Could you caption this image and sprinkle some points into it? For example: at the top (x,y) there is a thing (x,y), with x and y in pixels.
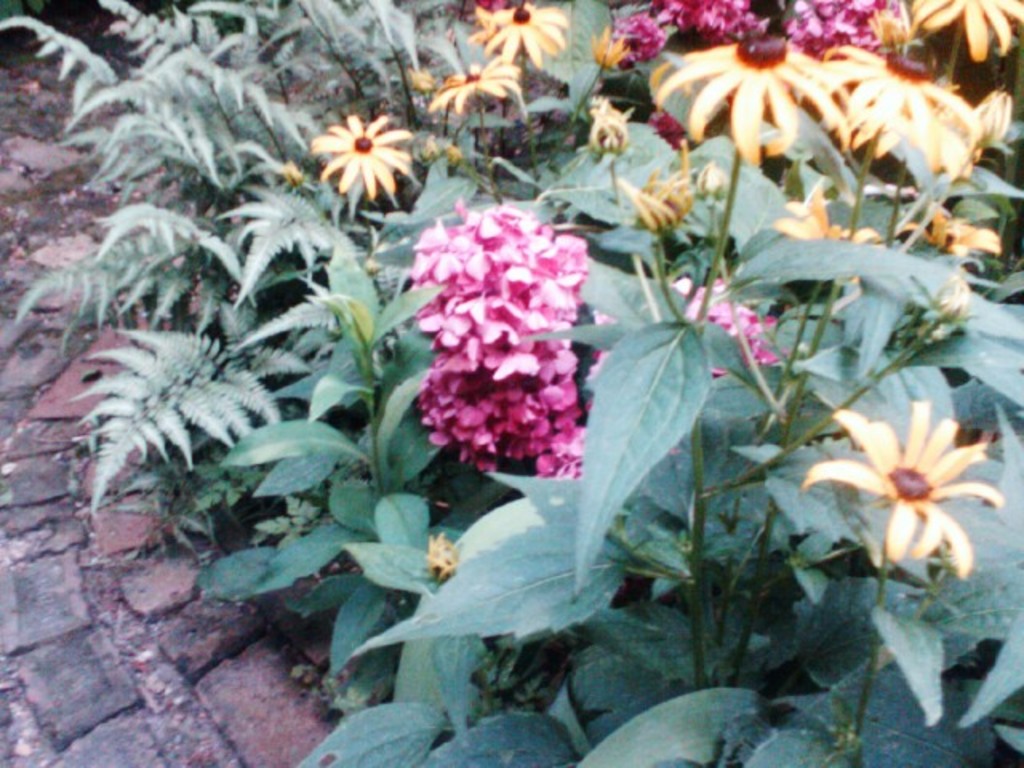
In this image there are plants (606,346) truncated, there are flowers (599,361), there are flowers (752,66) truncated towards the top of the image (764,51), there are bricks (57,592) on the ground (185,595).
